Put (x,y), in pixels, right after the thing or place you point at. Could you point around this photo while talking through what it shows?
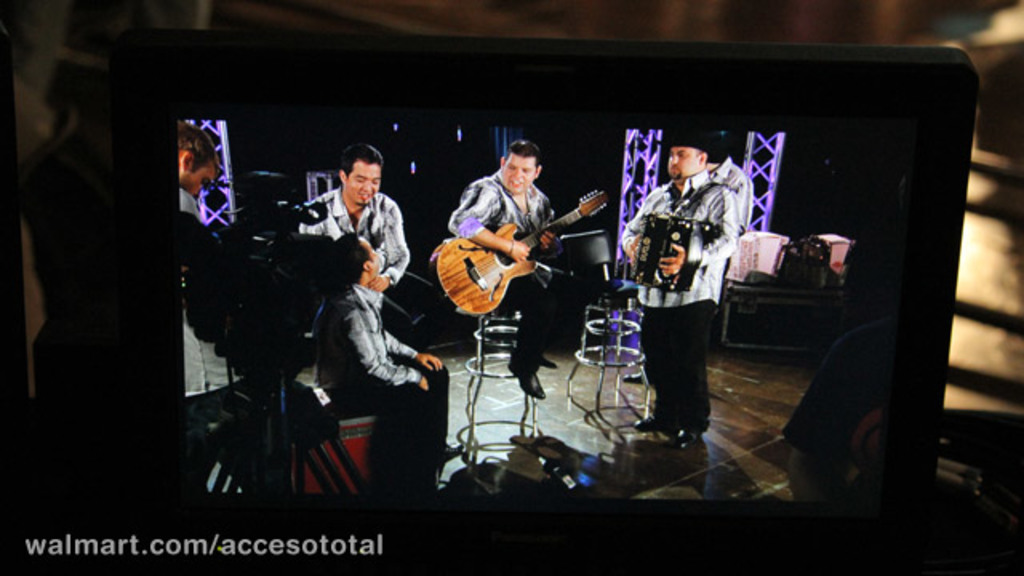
These three persons (357,370) are sitting on a chair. This person (510,210) is sitting and playing a guitar (494,289). This person (705,278) is standing and playing a musical instrument (688,258). On this table (742,288) there are things (812,257). This is monitor (411,79).
